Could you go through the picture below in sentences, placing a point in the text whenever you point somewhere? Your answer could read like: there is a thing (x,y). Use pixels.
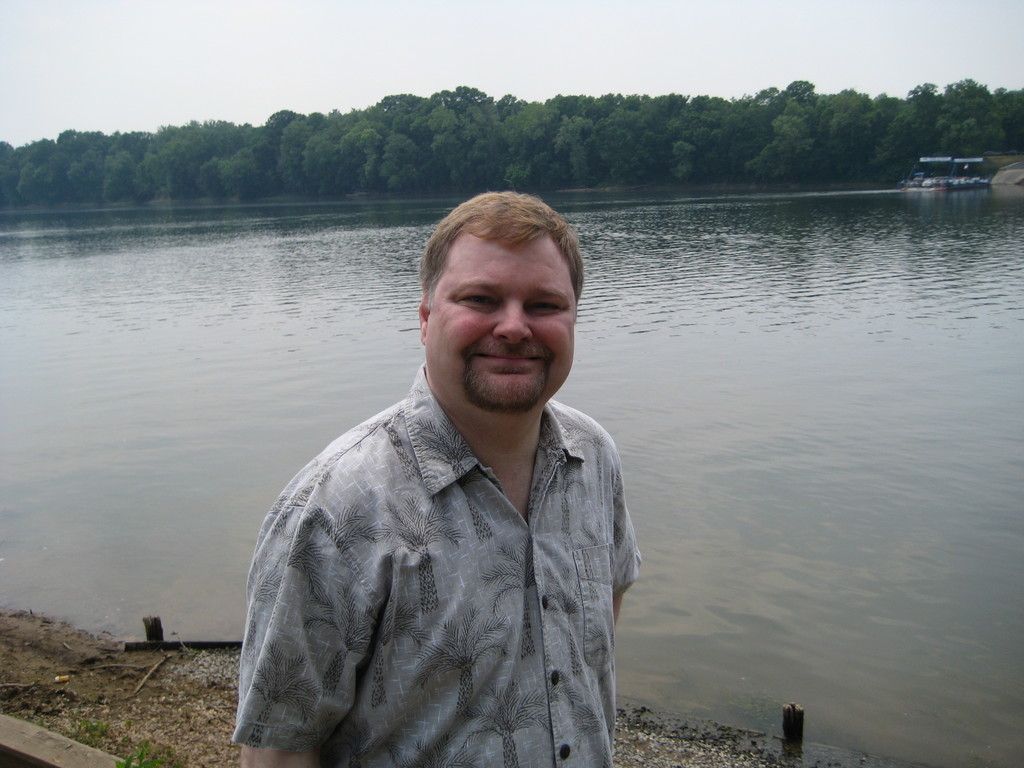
In this image there is a man (402,494) standing in the middle (466,457). Behind him it looks like a river (223,255). At the top (262,155) there are trees (483,150). On the right side (952,178) there is a boat (923,185) in the river (925,379). At the bottom (123,702) there is sand (123,690).
